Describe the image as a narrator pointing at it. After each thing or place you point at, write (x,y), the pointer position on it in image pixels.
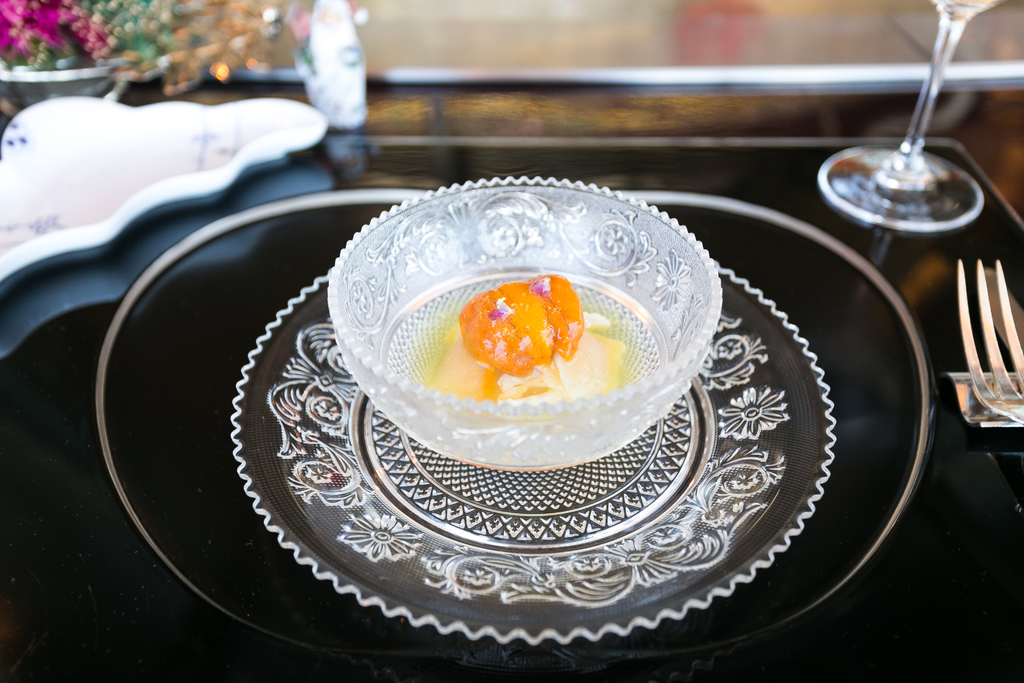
In this image there is a table (863,126) and on top of the table (935,131) there is a glass (942,165), fork (986,306) and a bowl (601,297) with the food item (550,299).
